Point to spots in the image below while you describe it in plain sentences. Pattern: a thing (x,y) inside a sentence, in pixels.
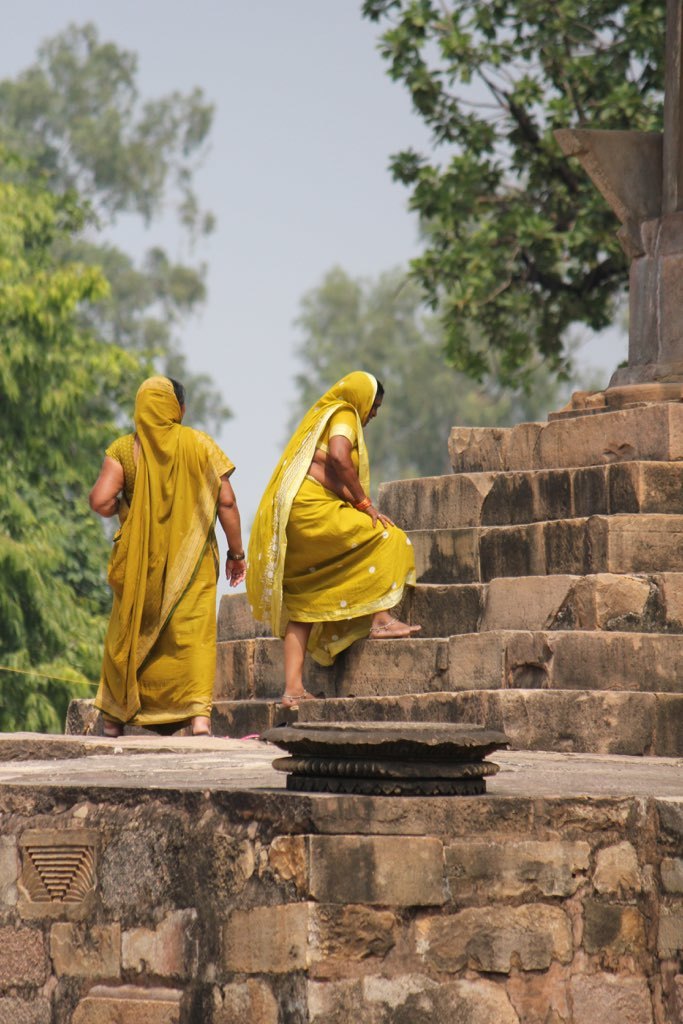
In this image we can see two persons (165,692). Beside the persons (159,642) we can see the stairs (507,523) and a person (362,544) is climbing the stairs (535,517). In the foreground (242,876) we can see a wall (122,851). Behind the persons (108,450) we can see trees (419,286) and the sky (297,185).
